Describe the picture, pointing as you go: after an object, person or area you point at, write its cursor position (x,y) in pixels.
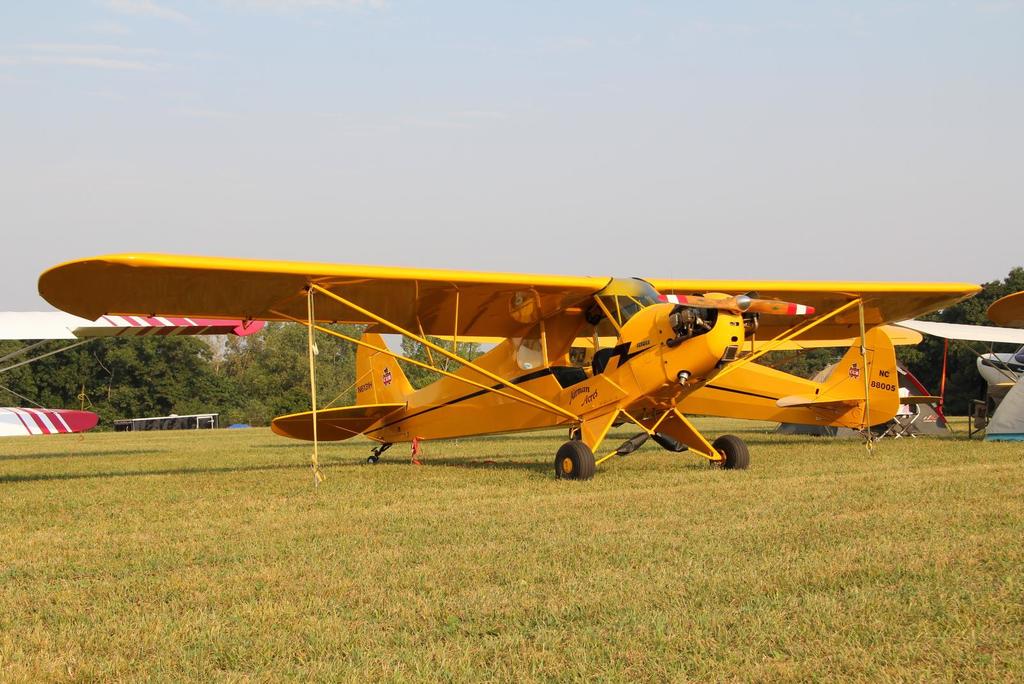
There are two yellow color aircraft (573,341) parked on the grass (578,482) on the ground (819,510) near other aircraft (87,324). In the background (914,360), there are trees (350,369) and clouds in the sky (195,101).
